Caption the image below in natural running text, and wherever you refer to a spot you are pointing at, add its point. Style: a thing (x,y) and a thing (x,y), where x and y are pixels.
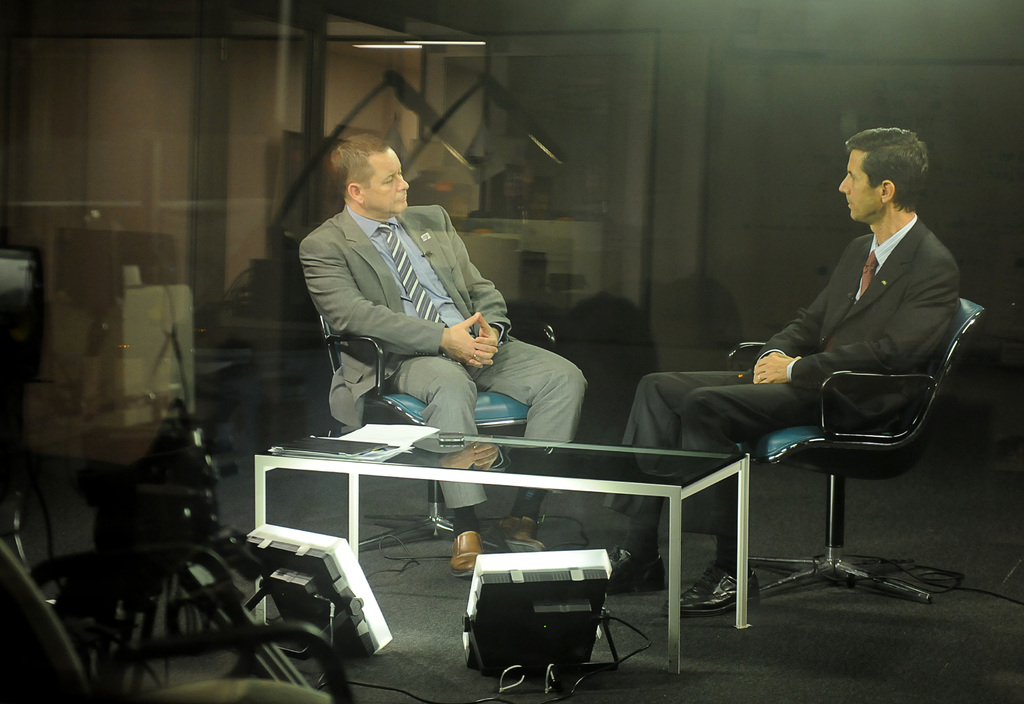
This image is clicked in a room (15,207) where there is a table (497,461), chairs (887,435). Two persons (847,361) are sitting on two chairs (908,413). On the table (307,460) there is a book (321,449), paper (400,432), mobile phone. There are lights (511,563) in the bottom (572,584) and there is a camera stand (224,567) on the bottom left corner (152,562). There are lights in the top (373,46).
